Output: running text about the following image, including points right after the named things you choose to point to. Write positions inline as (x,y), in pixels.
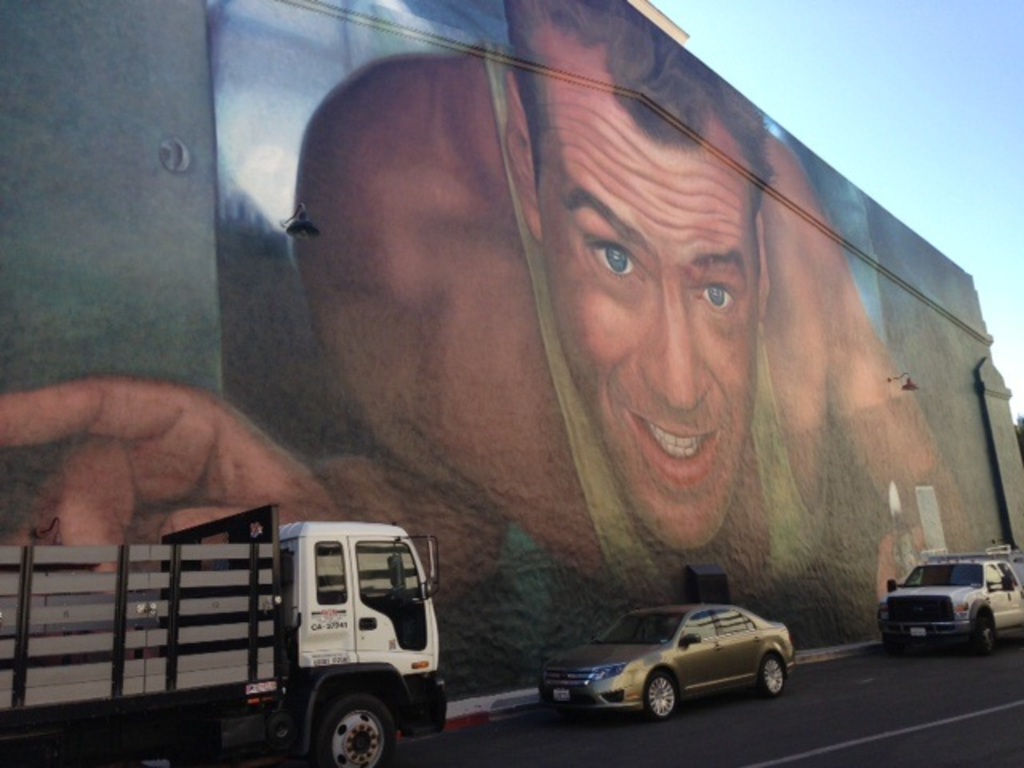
In the right bottom of the picture (852,724), we see the road (805,701). We see three vehicles (768,626) are parked on the road (808,714). In the background (574,317), we see the wall graffiti (415,332) of the man (628,284). In the right top (859,65), we see the sky (862,39), which is blue in color.
